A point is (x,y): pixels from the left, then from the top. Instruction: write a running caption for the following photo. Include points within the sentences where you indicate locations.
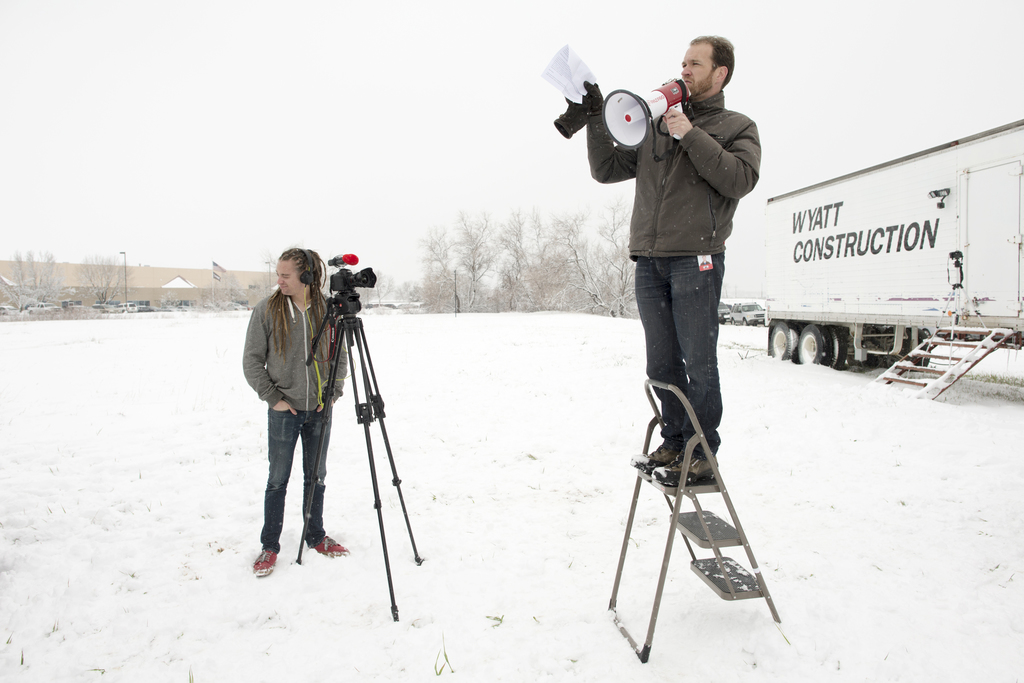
In the foreground of this image (682,387), there is a man (714,251) standing on the ladder (711,519) holding a mic (656,108) and paper (565,64) in his hand (674,115). In the background (258,360) there is another person (295,401) standing on the snow (355,493) in front of a tripod stand (368,407). In the background (395,297), there are trees (488,261), building (202,278), flag (216,277) and the sky (271,166).
